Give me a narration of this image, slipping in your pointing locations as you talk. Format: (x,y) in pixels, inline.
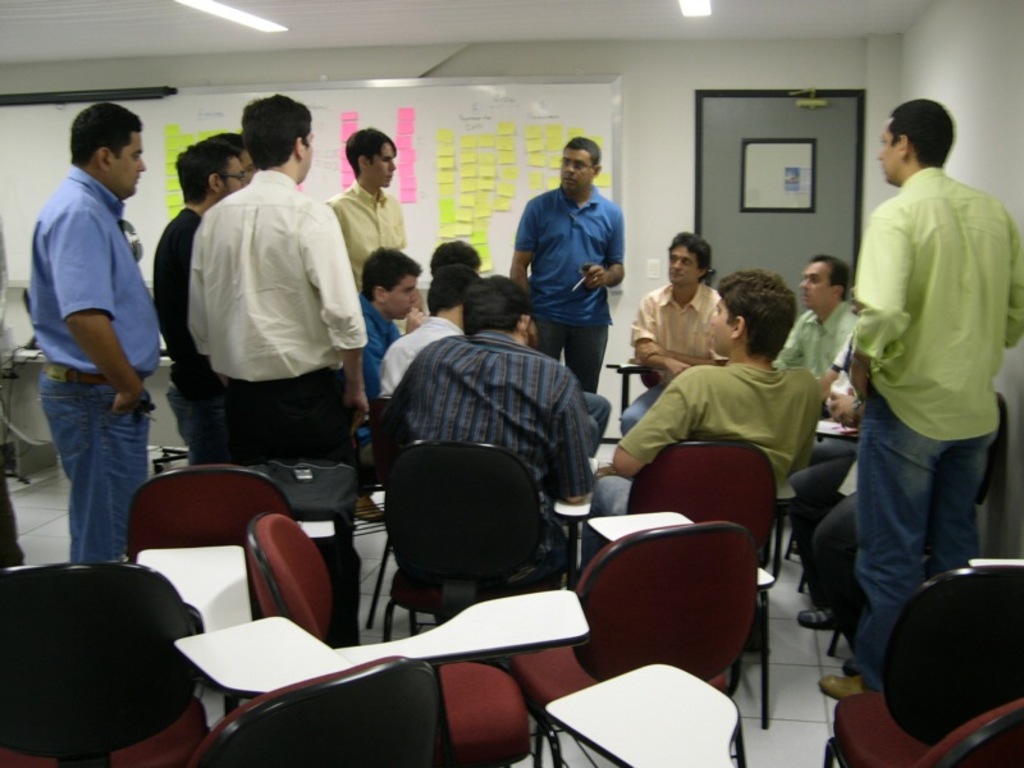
This picture is clicked inside a room (678,462). We see many people (331,348) standing and sitting and talking or discussing something in a room (1010,449). We see many empty chairs (469,651) in front of this picture. Behind the man (536,247) in blue dress (560,247) holding marker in his hand (606,280), we see a white board (328,149) on which green, pink and yellow color papers (501,147) are pasted on it. Beside that, we see a grey color door (743,227) and we even see the roof (617,15) of the room (769,9) on the top of this picture (716,25).
